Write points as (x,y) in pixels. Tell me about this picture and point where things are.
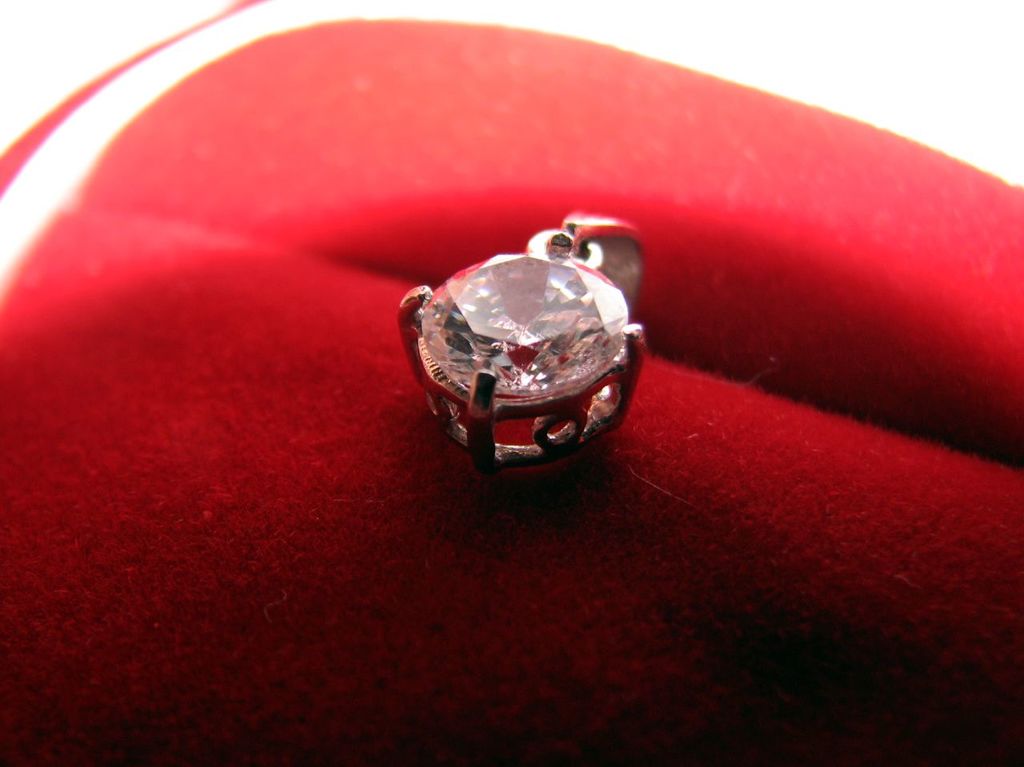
In the center of the image (539,424), we can see a pendant (554,265) and at the bottom (643,564), there is a red color fabric (657,544).
